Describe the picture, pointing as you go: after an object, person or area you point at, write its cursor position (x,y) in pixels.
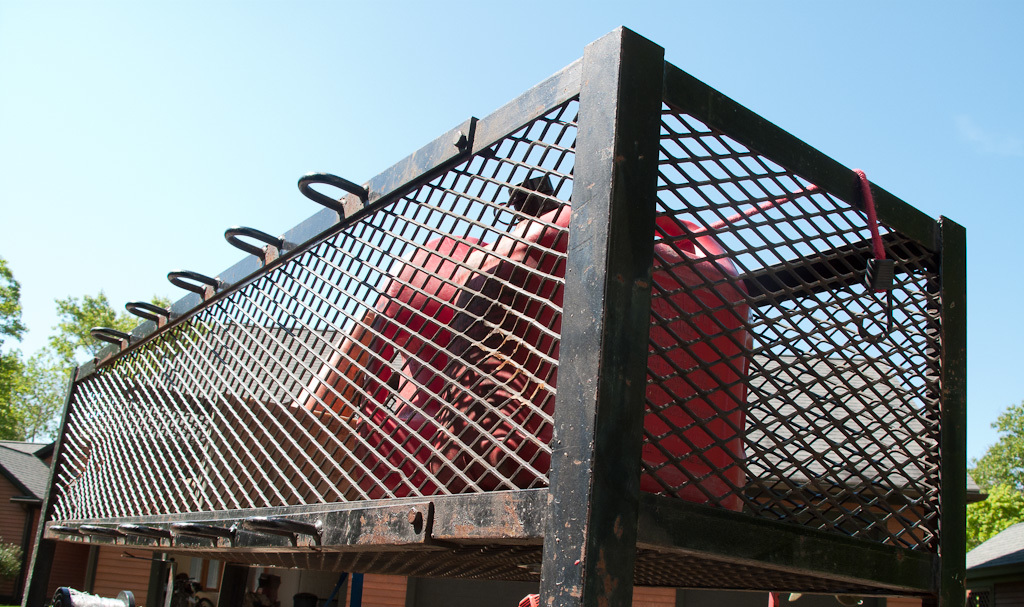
This picture is clicked outside. In the foreground (793,368) we can see the mesh (451,256) and the metal object (644,122) containing some other items (491,310). In the background (123,564) we can see the houses (55,561) and many other objects (73,592). In the background (184,155) we can see the sky (178,191) and the trees (1010,477).
